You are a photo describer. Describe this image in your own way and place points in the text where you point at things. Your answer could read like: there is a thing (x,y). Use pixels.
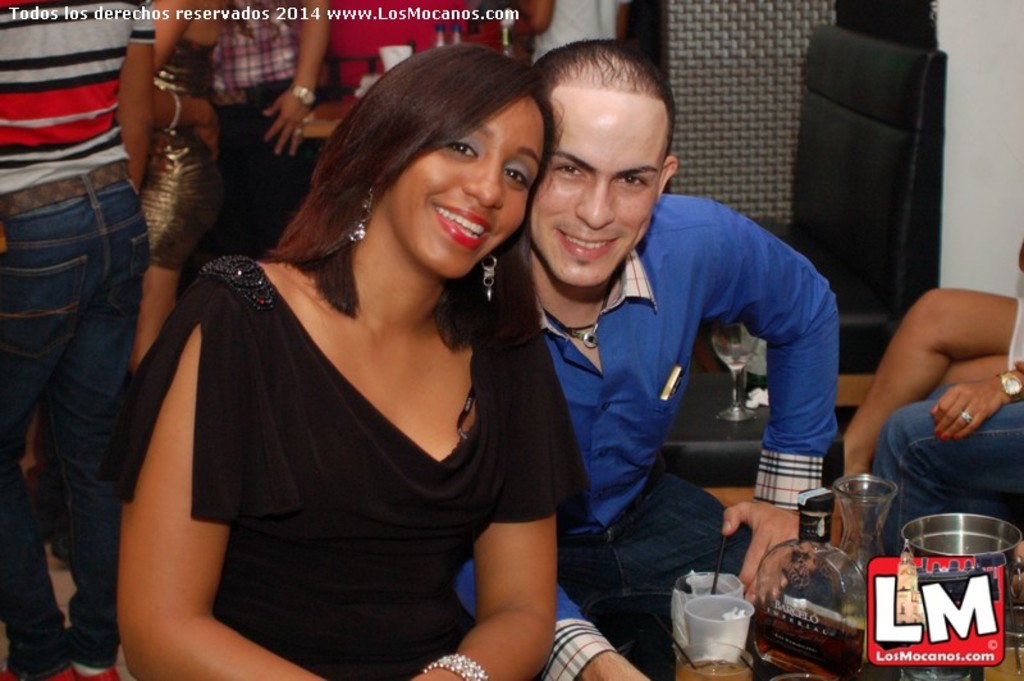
In this picture there is a woman (475,241) who is wearing black dress (409,606), beside the man (630,315) who is wearing shirt (606,352) and jeans (664,544). Both of them are smiling. On the right (990,329) I can see the person (956,358) who is sitting on the chair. On the left (218,91) I can see some people (14,120) were standing near to the table (755,646). At the top left corner (51,14) I can see the watermark (248,14). At the bottom (861,612) I can see the water glass (849,540), bottles (842,642) and other objects (731,641) on the table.
